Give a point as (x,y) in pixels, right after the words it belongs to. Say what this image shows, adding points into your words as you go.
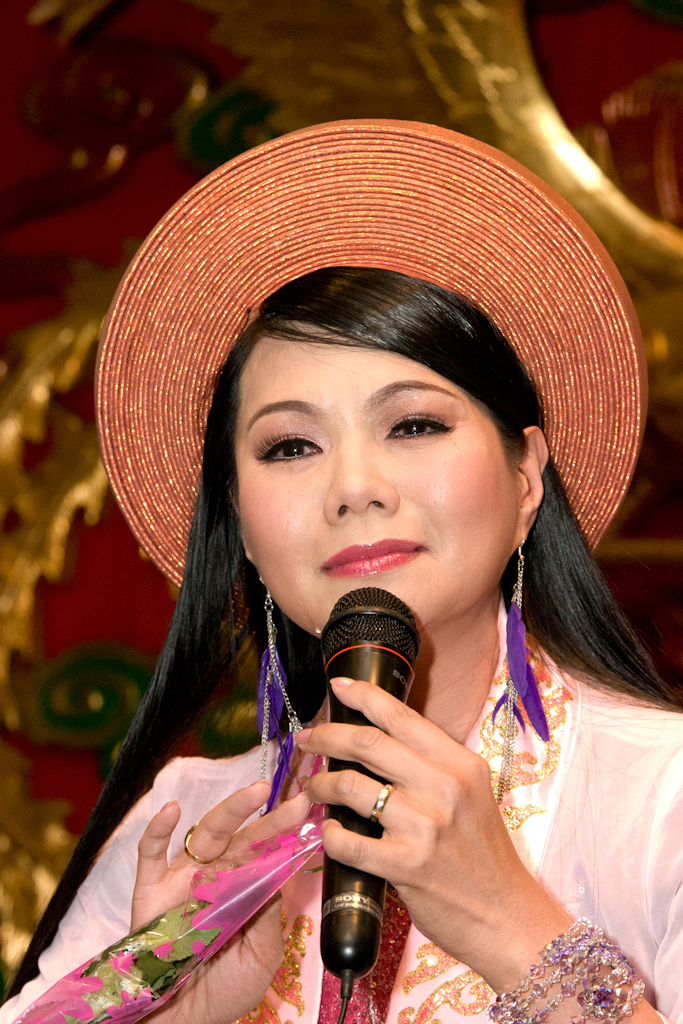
In this image there is a lady person (392,383) wearing hat (294,170) and holding microphone (349,886) and flower (112,985) in her hands (361,848).
